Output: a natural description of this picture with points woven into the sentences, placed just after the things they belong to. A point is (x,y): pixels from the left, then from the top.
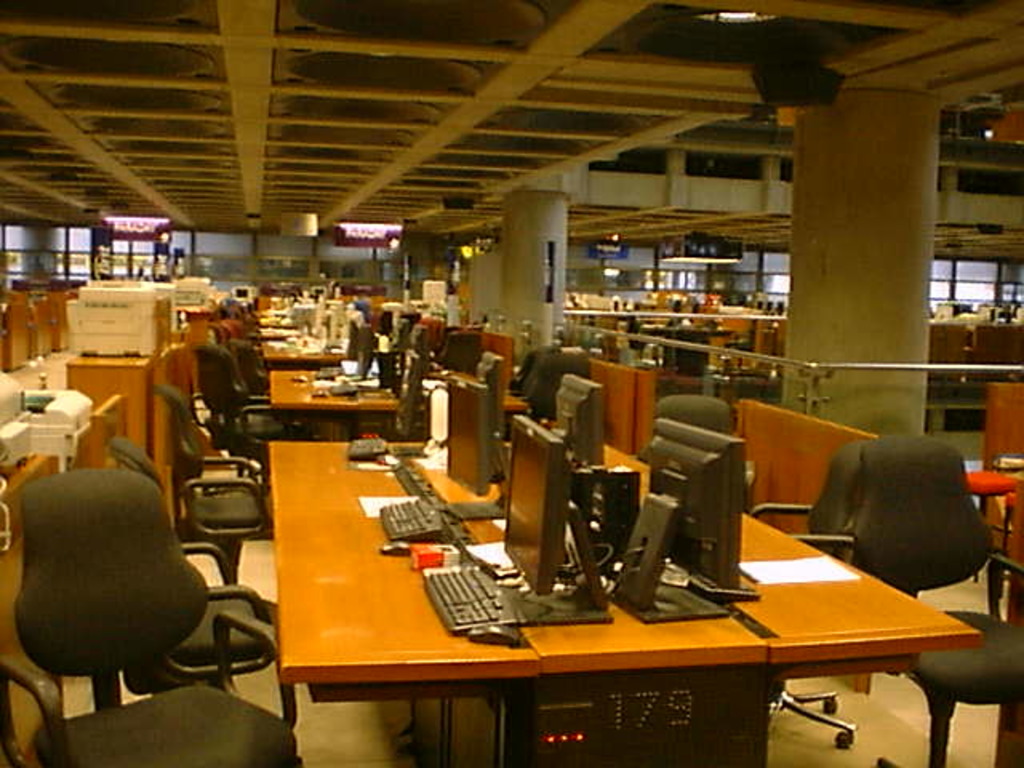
This is the picture of a room (325,304). In this picture there are tables (305,372) and chairs (162,619) and there are computers (518,619), keyboards (477,607) and mouses (508,631) on the tables (342,407). At the top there are lights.
